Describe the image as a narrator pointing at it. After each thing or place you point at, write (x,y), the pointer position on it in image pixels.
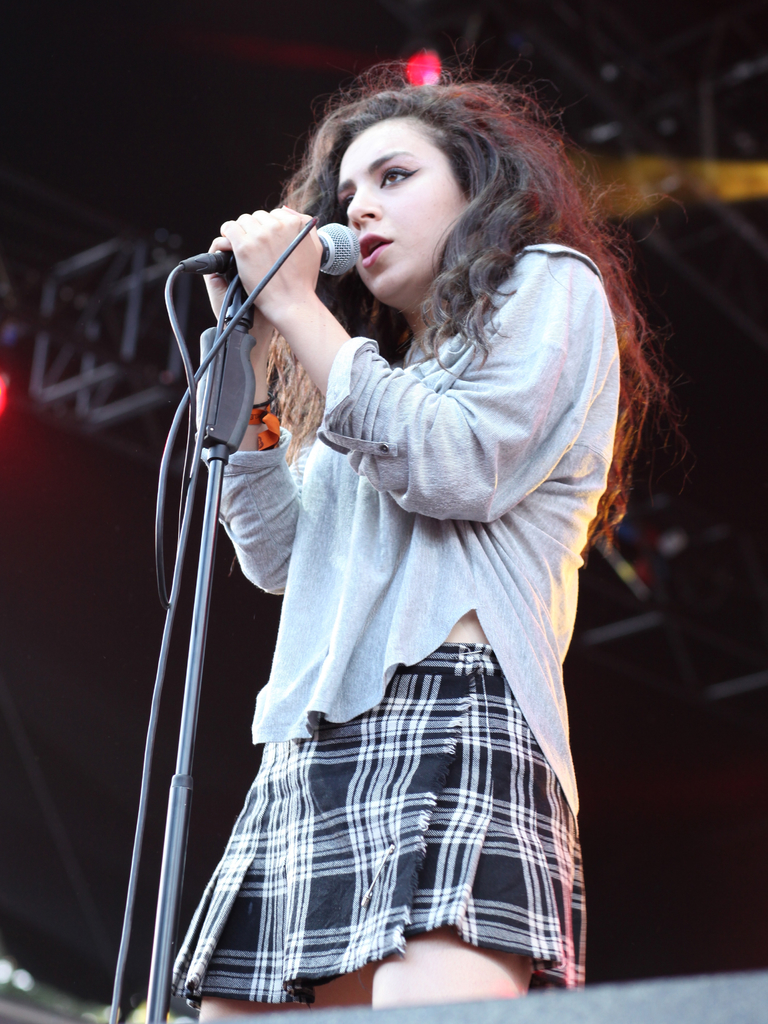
A girl (198,996) is standing holding a microphone (342,263) singing in it.
